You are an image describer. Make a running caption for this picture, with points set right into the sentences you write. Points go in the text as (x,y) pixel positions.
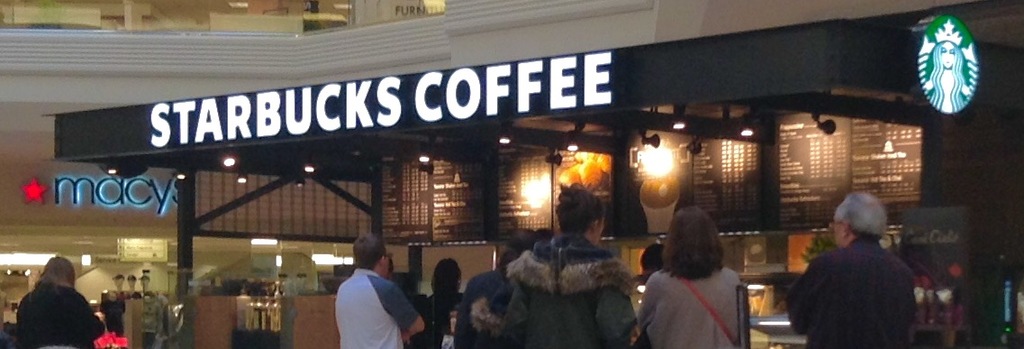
In front of the image there are people (599,240) standing. In front of them there is a coffee shop (526,156). At the coffee shop (580,165) there is a name board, logo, menu (794,156), lamps (652,137), metal rods (715,122). Beside the coffee shop (307,147) there is another store (164,206) with name (49,185) on it. On top of the coffee shop (189,205) there is a corridor (216,38).
